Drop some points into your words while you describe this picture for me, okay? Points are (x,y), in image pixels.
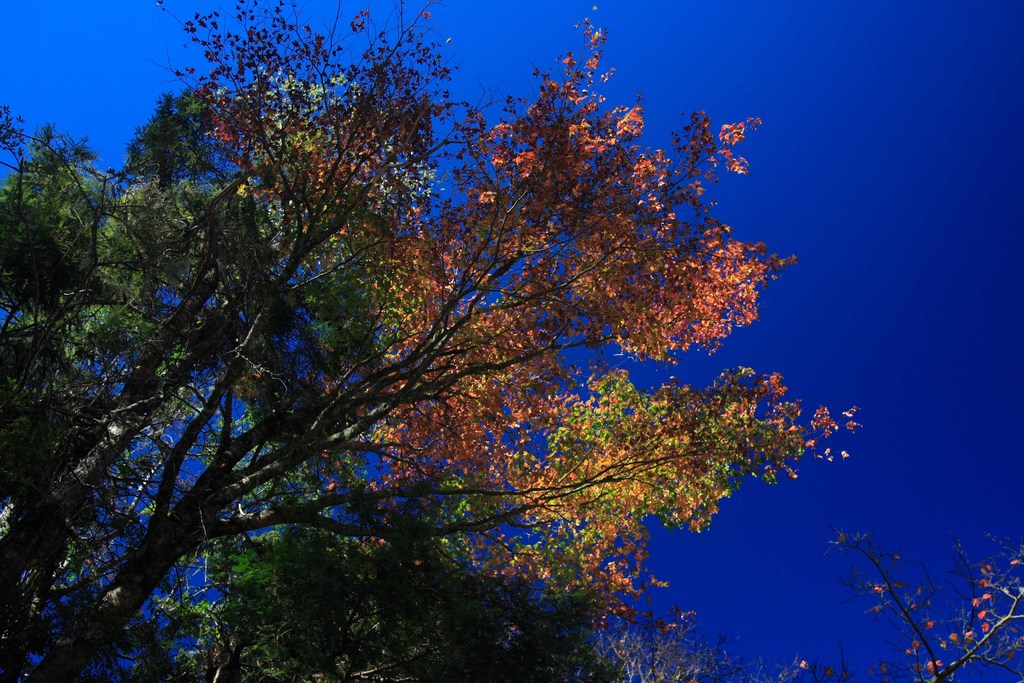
In this picture we can see there are trees (267,657) and the sky (861,205).
